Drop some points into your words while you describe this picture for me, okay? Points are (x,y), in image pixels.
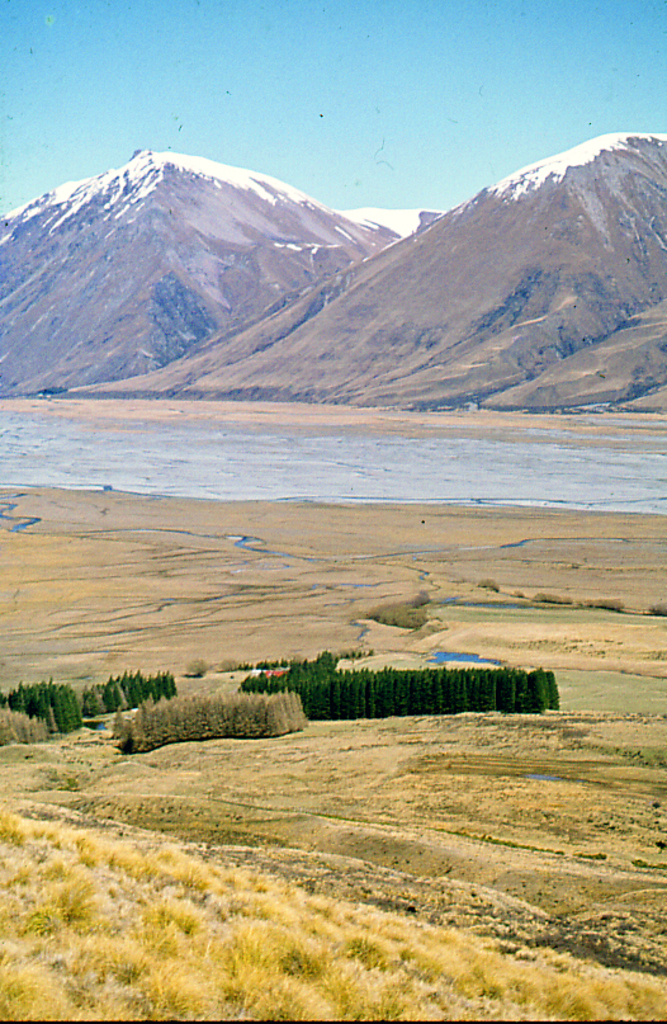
In this image we can see dry grass (219,973), trees (126,750), water (167,454), mountains (495,251) and the blue sky (429,87) in the background (348,129).
